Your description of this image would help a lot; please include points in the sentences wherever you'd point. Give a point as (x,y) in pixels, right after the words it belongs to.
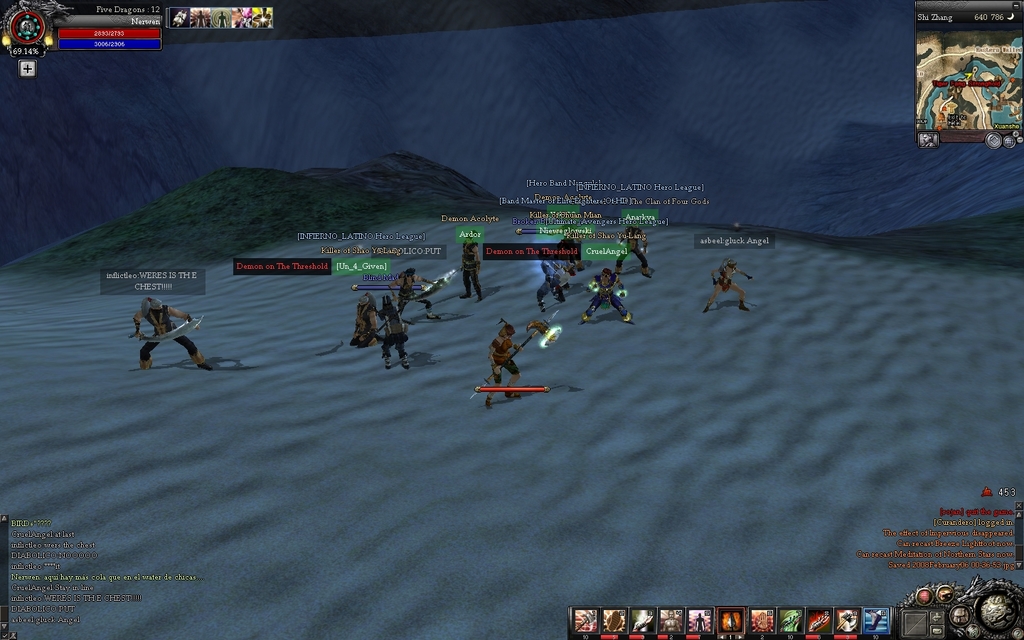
This picture seems to be an animated image. In the center (642,229) we can see the group of persons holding some objects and standing on the ground (553,423). In the background (809,152) we can see the hills (367,197). At the bottom (60,535) we can see the text (90,559) on the image and the pictures (770,613) of some objects (880,611) on the image.
